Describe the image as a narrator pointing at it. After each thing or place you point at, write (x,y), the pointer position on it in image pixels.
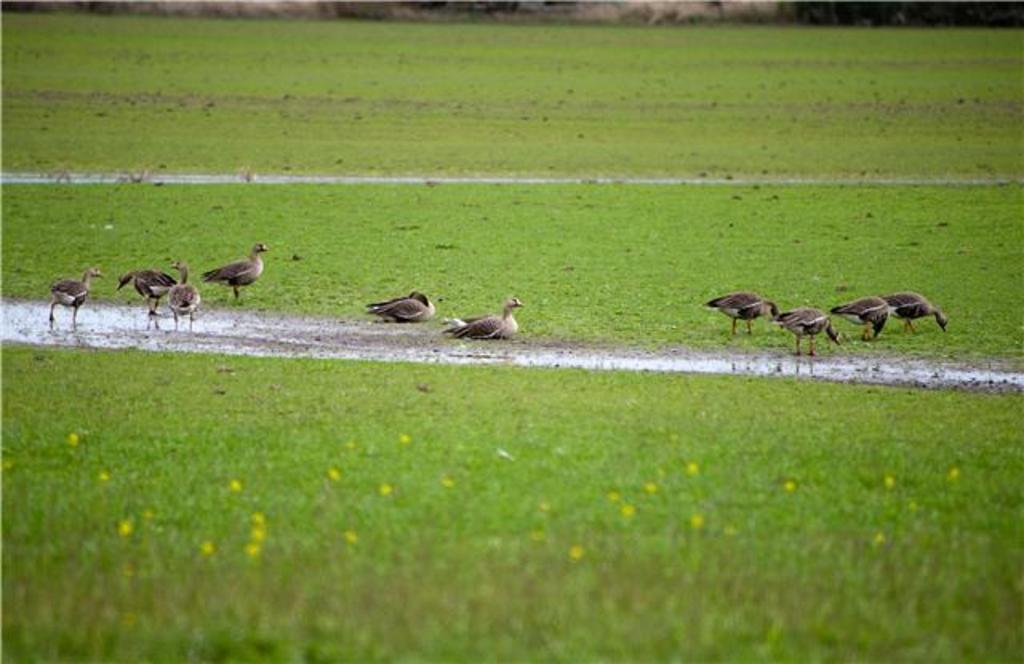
In the foreground (380,444) we can see grass (288,498) and flowers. In the middle of the picture (545,277) there are birds (487,326), grass (560,305) and mud (703,355). In the background (430,81) there is grass (512,25) and some other plants (899,19).
